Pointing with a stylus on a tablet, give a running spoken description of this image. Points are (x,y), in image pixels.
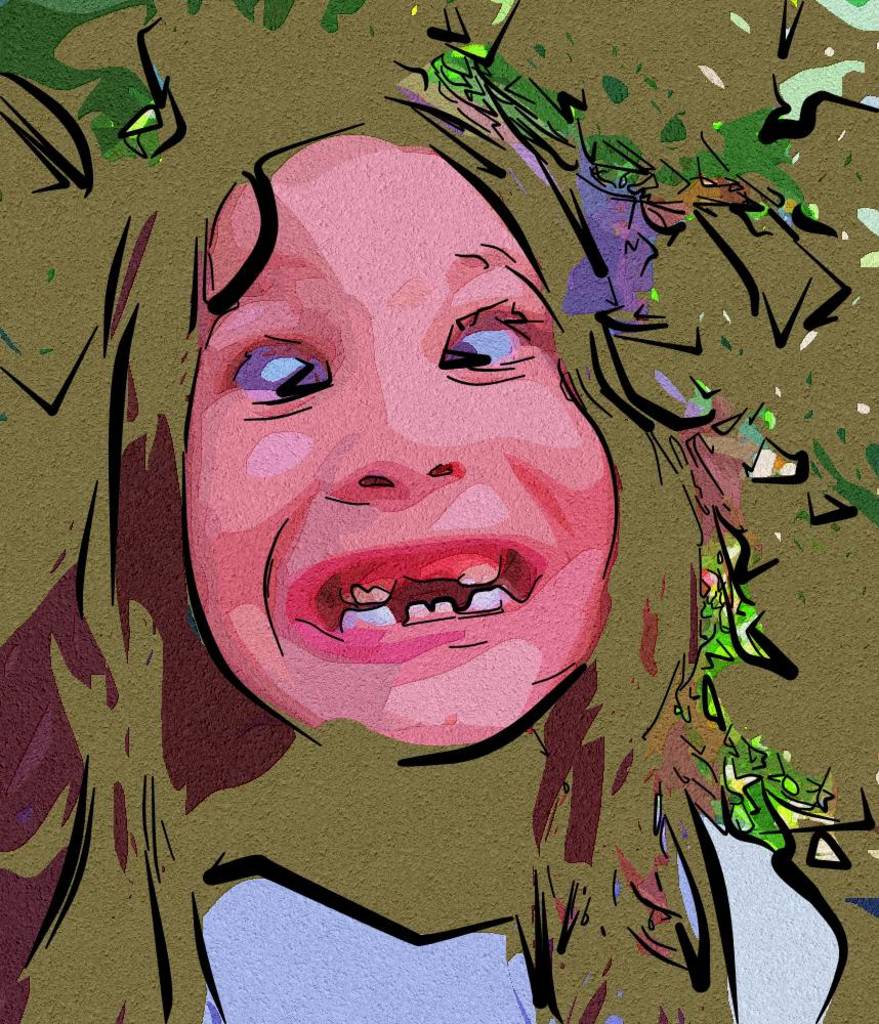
Here we can see a graphical image, in this picture we can see a person's face (433,474) in the middle (351,547).
